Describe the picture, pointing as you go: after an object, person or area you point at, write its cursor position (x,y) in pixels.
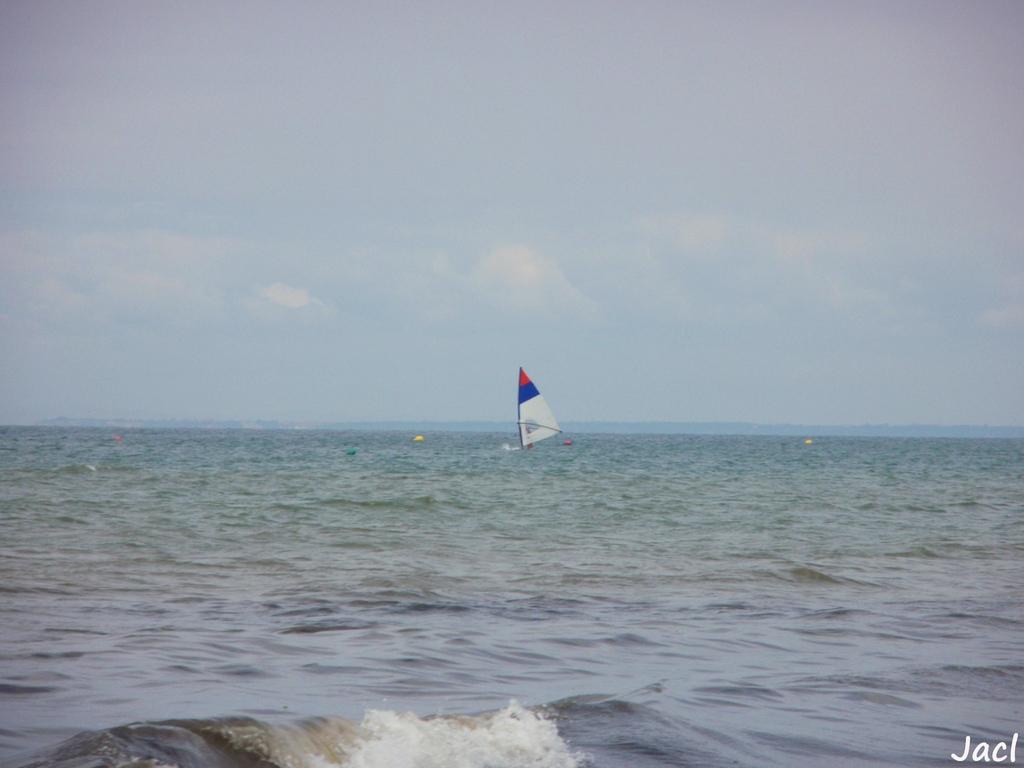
In this image I can see water (499,613) and in it I can see few yellow colour things (418,437) and a sailing boat (507,445). In the background (484,413) I can see clouds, the sky (378,362) and here I can see water (969,730).
